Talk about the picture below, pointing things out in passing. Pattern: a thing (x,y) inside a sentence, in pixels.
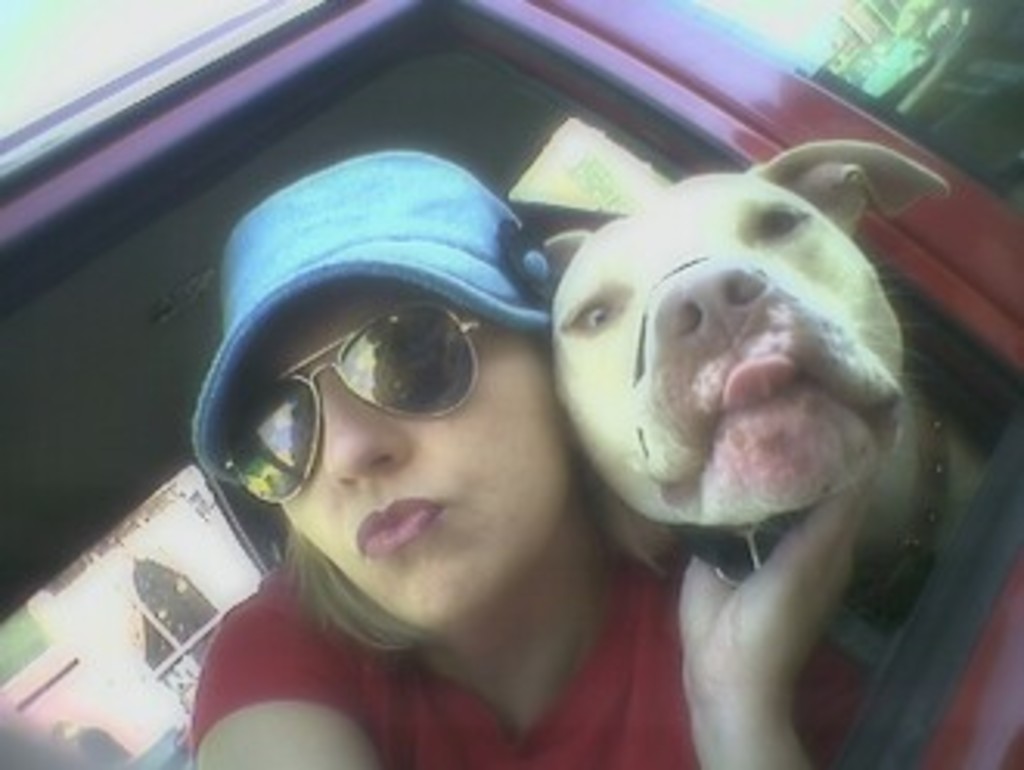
In this picture I can see a woman (454,518) and a dog (747,416). The woman (424,415) is wearing blue color hat (370,250) and red color clothes (461,691). In the background (57,703) I can see buildings (104,714).
